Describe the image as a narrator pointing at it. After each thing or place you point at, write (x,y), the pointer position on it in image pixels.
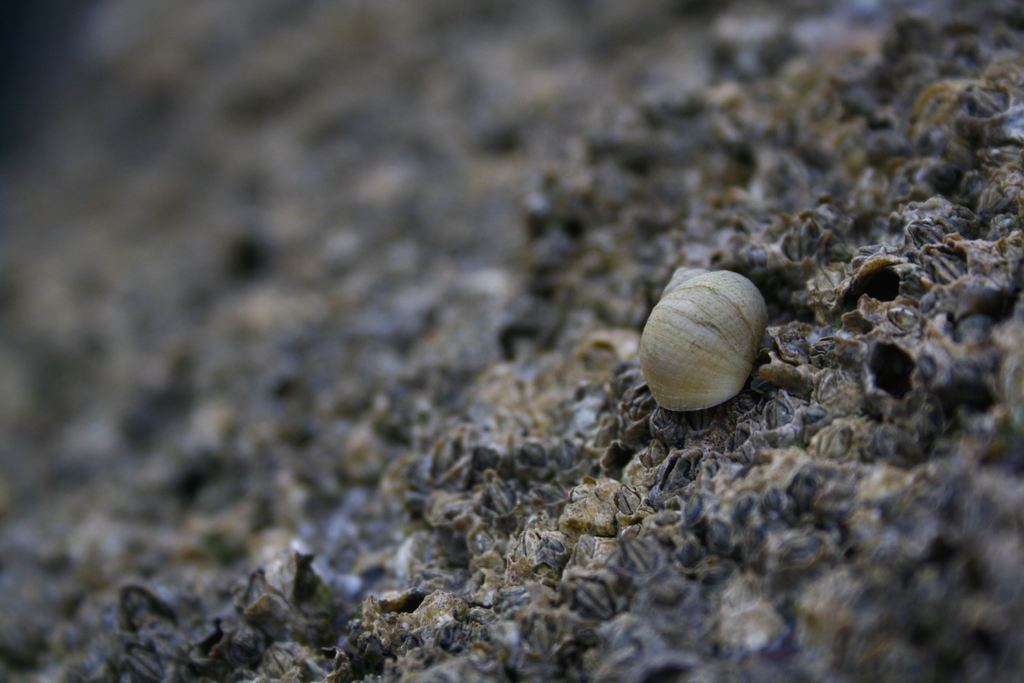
In this image there is a shell (697,348) on an object (604,565) that looks like dirt (648,492), the top of the image (500,110) is blurred.
